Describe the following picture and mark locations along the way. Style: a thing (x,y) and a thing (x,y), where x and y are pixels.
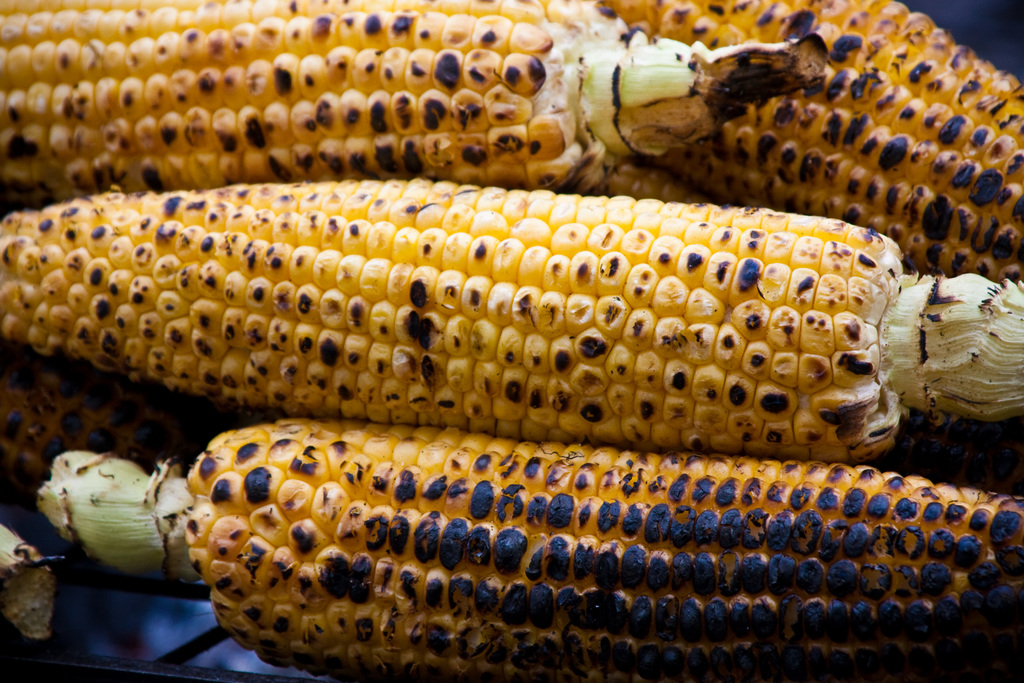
In this picture we can see grilled corn (589,316).
